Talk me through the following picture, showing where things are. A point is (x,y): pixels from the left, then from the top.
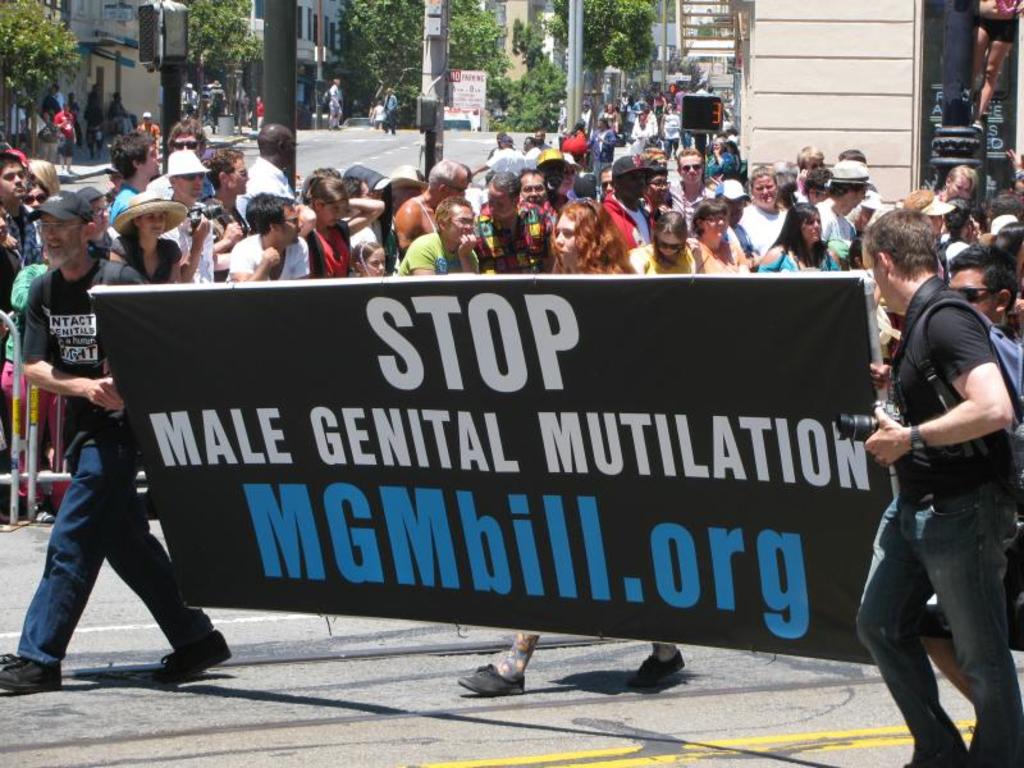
In this image we can see people (636,156) standing on the road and two of them are holding advertisement (590,432) and camera (841,418). In the background (333,61) we can see street poles (282,59), buildings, trees (372,45) and iron grills (49,472).
